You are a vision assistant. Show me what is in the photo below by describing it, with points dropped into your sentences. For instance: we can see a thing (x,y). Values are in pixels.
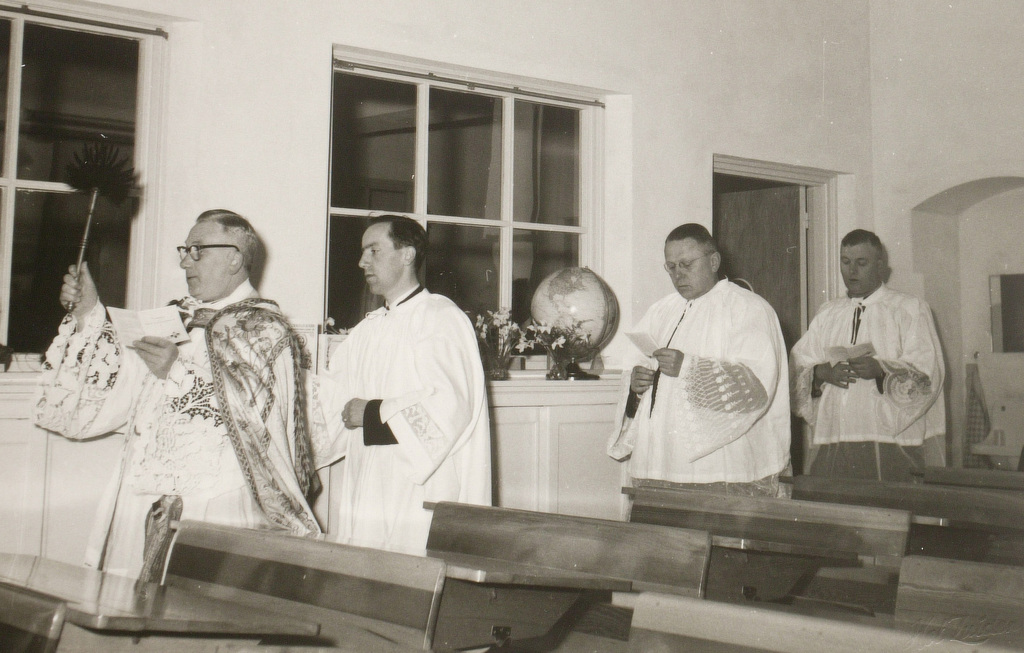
In this picture we can see 4 people (88,380) standing in a line and holding something. There are many chairs (289,574), tables (450,574) and windows (503,286).
